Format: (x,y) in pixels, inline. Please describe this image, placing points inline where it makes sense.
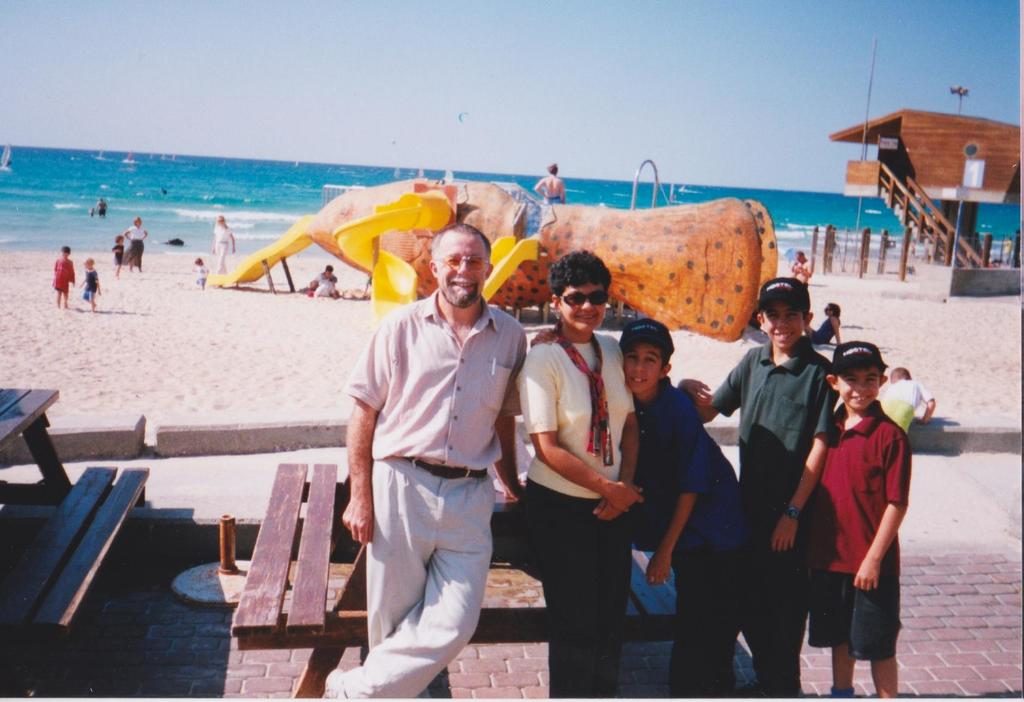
In front of the picture, we see a man (462,440), woman (613,483) and three boys (724,414) are standing. They are smiling and they are posing for the photo. Behind them, we see a wooden bench (319,510). Beside that, we see a rod (228,543) or a pole (228,552). In the left bottom (72,565), we see a wooden bench (66,516). Beside that, we see the cement blocks (189,433). In the middle (672,284), we see a play structure (490,239) and the children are playing. On the left side (140,303), we see the children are playing in the sand (226,321). On the right side (919,214), we see a pole (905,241), boards (868,237), staircase (906,198) and a wooden building (926,166). In the background (347,178), we see water (646,204) and this water (286,205) might be in the sea (278,182). At the top (562,61), we see the sky (627,93).
